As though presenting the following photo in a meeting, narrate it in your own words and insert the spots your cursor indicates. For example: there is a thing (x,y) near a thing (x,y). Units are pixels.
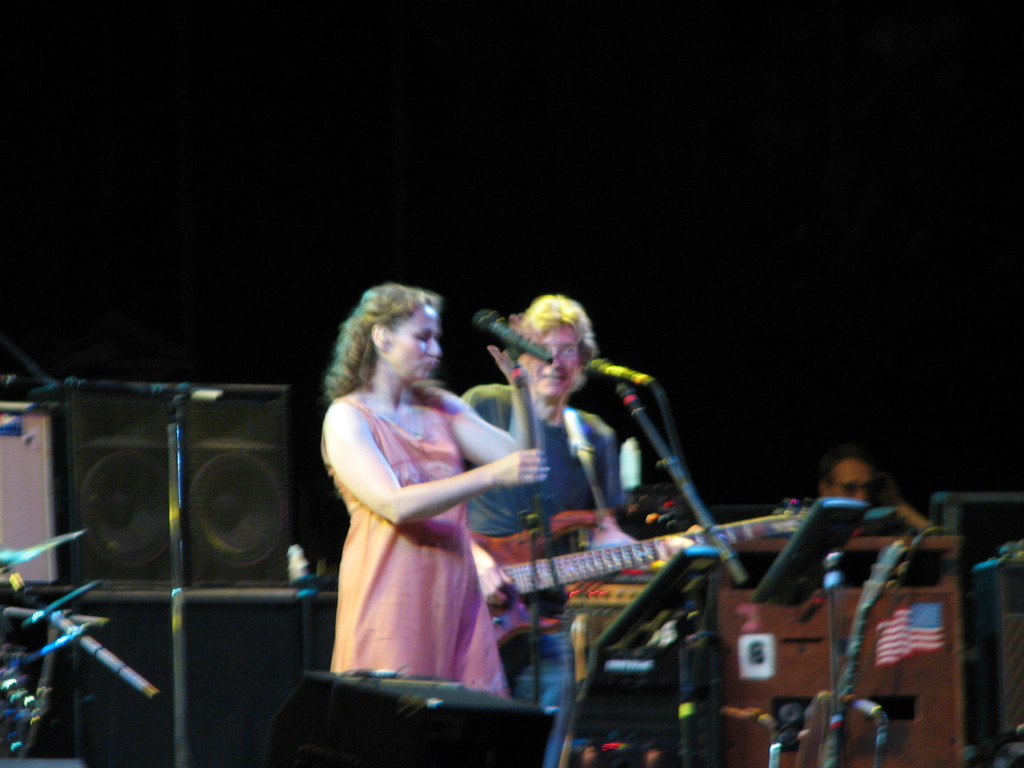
In this image we can see a woman (375,527) standing holding a mic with a stand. We can also see a person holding a guitar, a mic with a stand (695,494), some speaker boxes (194,662), a person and the flag (895,656).
